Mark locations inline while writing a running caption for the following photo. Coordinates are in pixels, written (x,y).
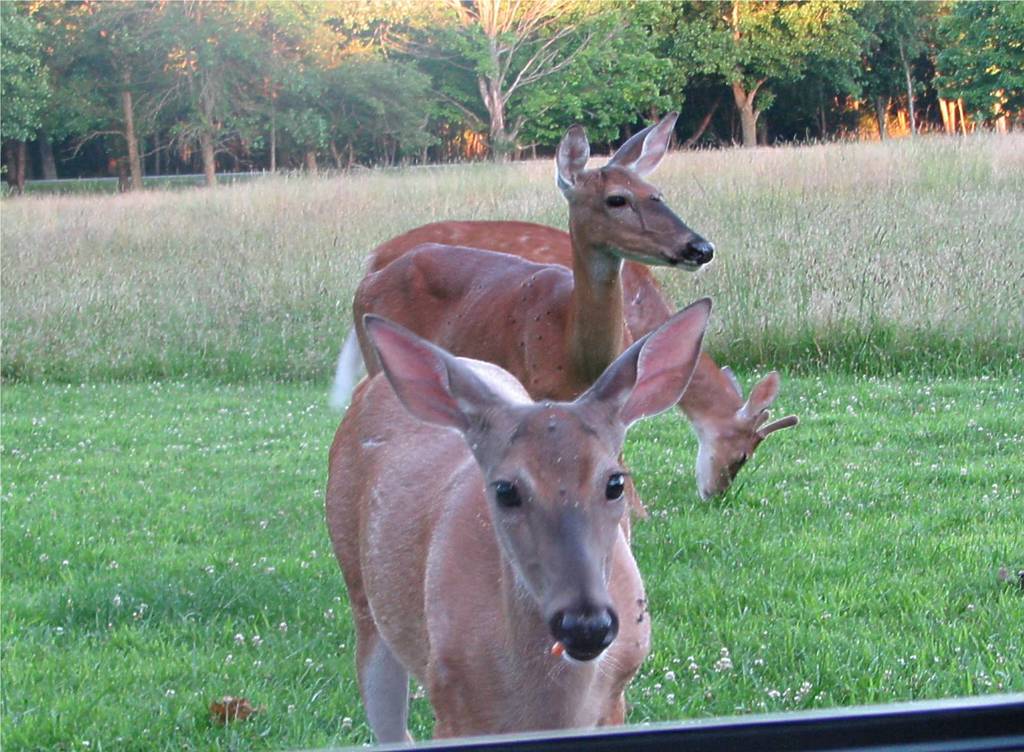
There are three deer (434,457) standing. This is the grass (873,438). In the background (166,87), I can see the trees (686,91) with branches (605,90) and leaves (221,90).
